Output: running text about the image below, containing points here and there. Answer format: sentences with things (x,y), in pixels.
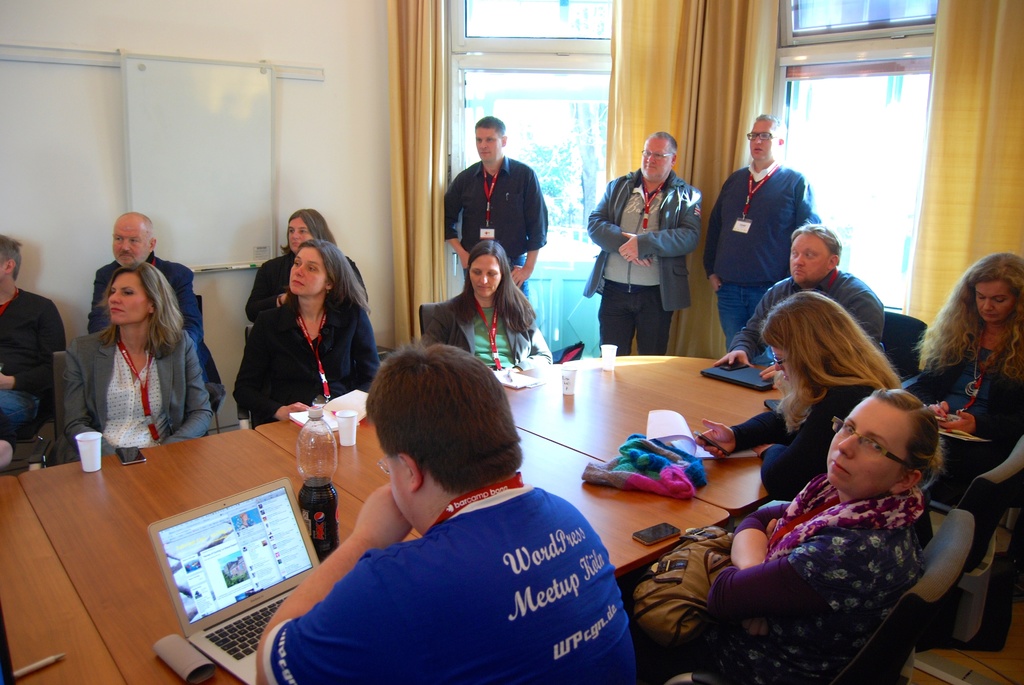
In this image there is a table (569,468), on that table (630,390) there are glasses (83,447), papers (503,375) and a laptop (175,570) around the table (638,423) there are people (778,381) sitting on chairs (433,322) and few (644,226) are standing, in the background (166,10) there is a wall (358,137), for that wall (376,172) there are doors (538,95) and curtains (667,86).
